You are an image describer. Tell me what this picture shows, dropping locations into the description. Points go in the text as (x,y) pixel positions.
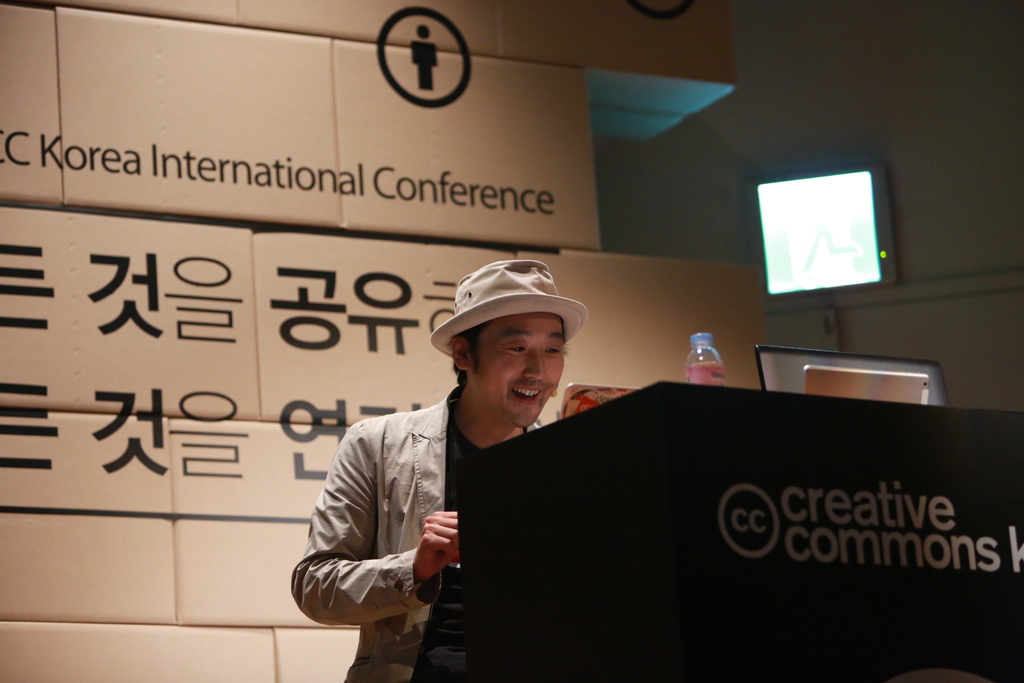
In this picture I can see a man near the podium (813,498). I can see a bottle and some other objects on the podium (827,420), and in the background (532,56) there are cardboard boxes (732,275) and an object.
